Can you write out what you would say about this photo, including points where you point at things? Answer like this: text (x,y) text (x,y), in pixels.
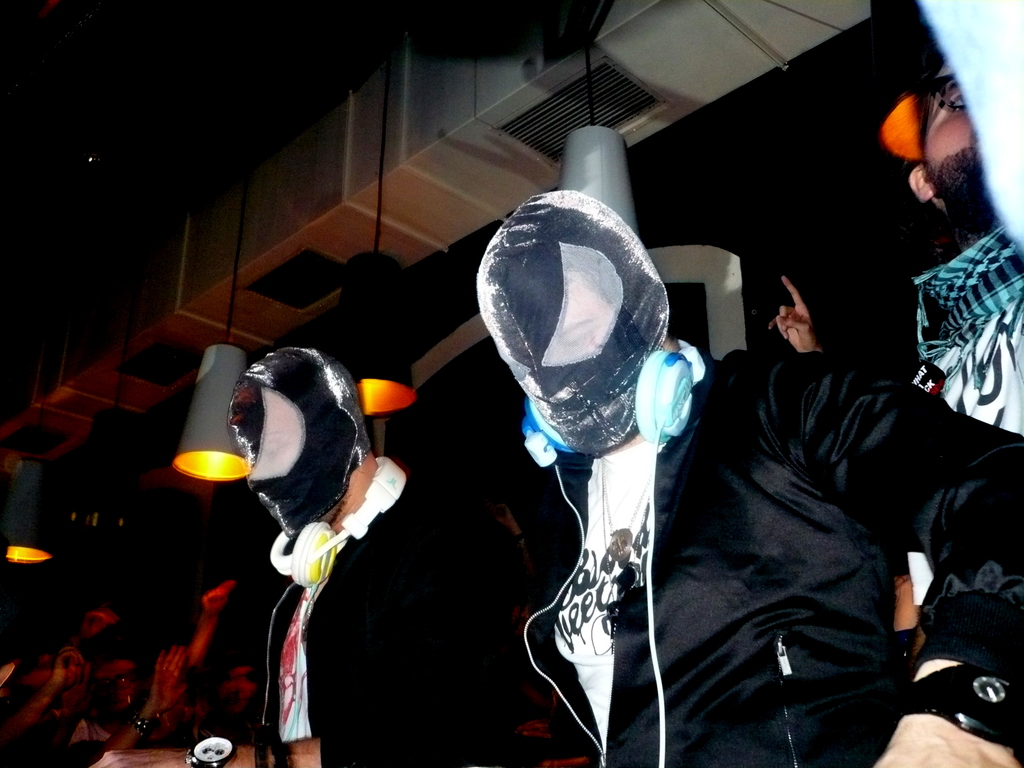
In this image I can see the group of people (413,637) with different color dresses (639,592). I can see few people (298,411) with the mask (540,323). In the top (629,185) I can see the lights (214,473) and there is a blurred background (285,239).
